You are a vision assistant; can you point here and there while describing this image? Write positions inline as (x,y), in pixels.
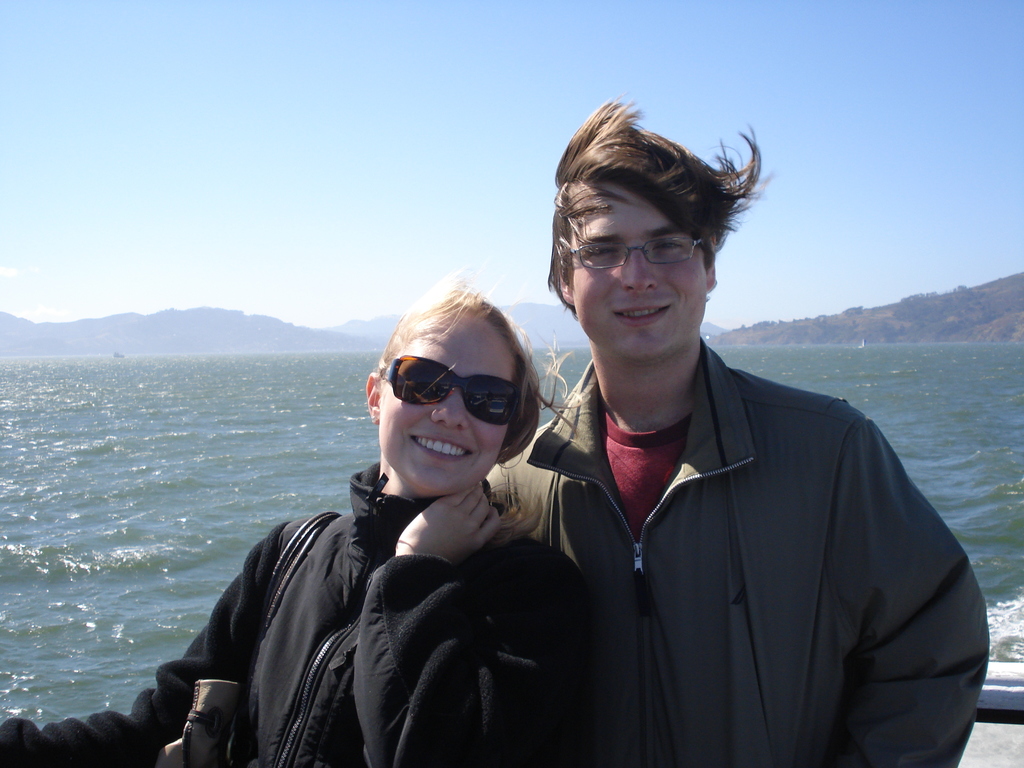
In the center of the image (673,503) there is a man (585,509) and woman (459,535). In the background (864,380) we can see water (143,388), hills (280,330) and sky (783,170).
